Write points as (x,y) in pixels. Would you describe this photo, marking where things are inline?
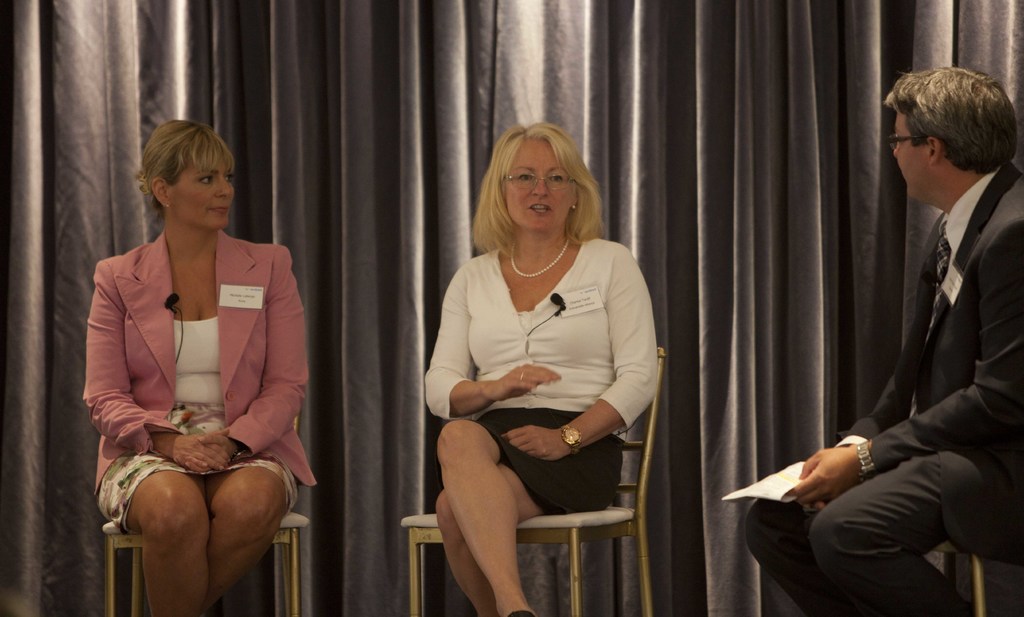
This picture is clicked inside. On the right (1008,205) there is a person (973,231) wearing suit (902,455), holding a paper (790,472) and sitting on the chair (975,571). On the left (150,343) we can see the two women (202,343) wearing white color t-shirts (538,340) and sitting on the chairs (531,534). In the background (459,243) we can see the curtains (597,43).
